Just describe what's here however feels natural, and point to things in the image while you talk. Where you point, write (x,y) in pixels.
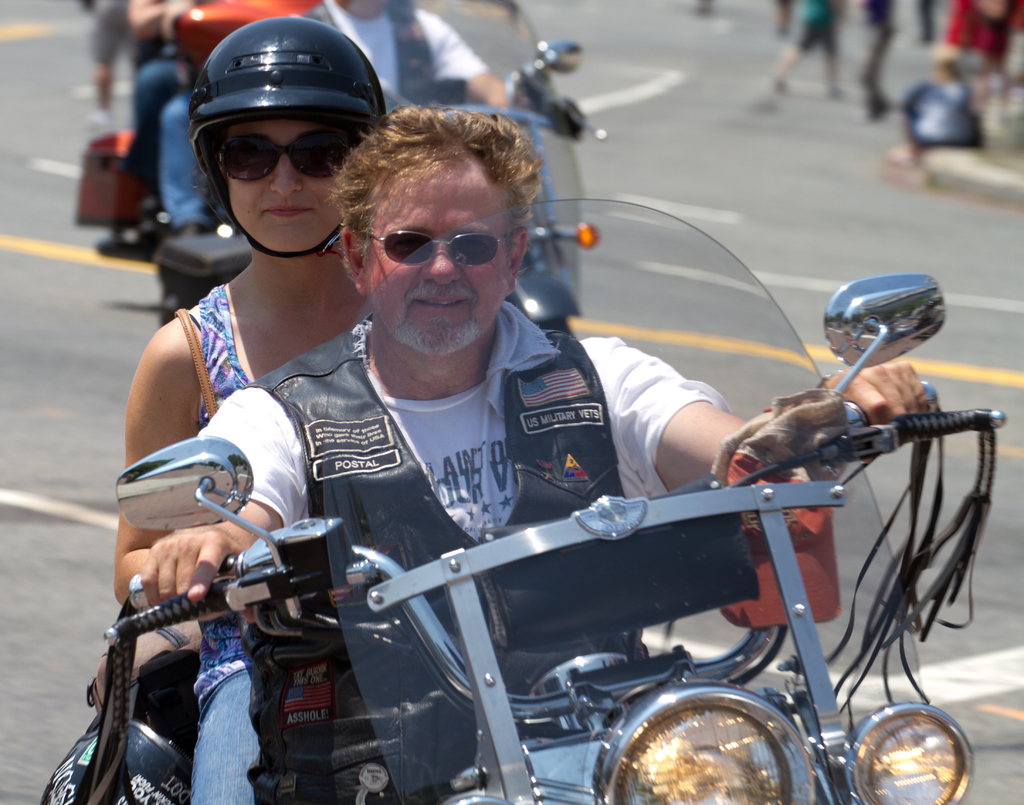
In this image there are two person (437,442) riding a bike (473,557). The woman (262,197) is wearing a helmet (235,117).
